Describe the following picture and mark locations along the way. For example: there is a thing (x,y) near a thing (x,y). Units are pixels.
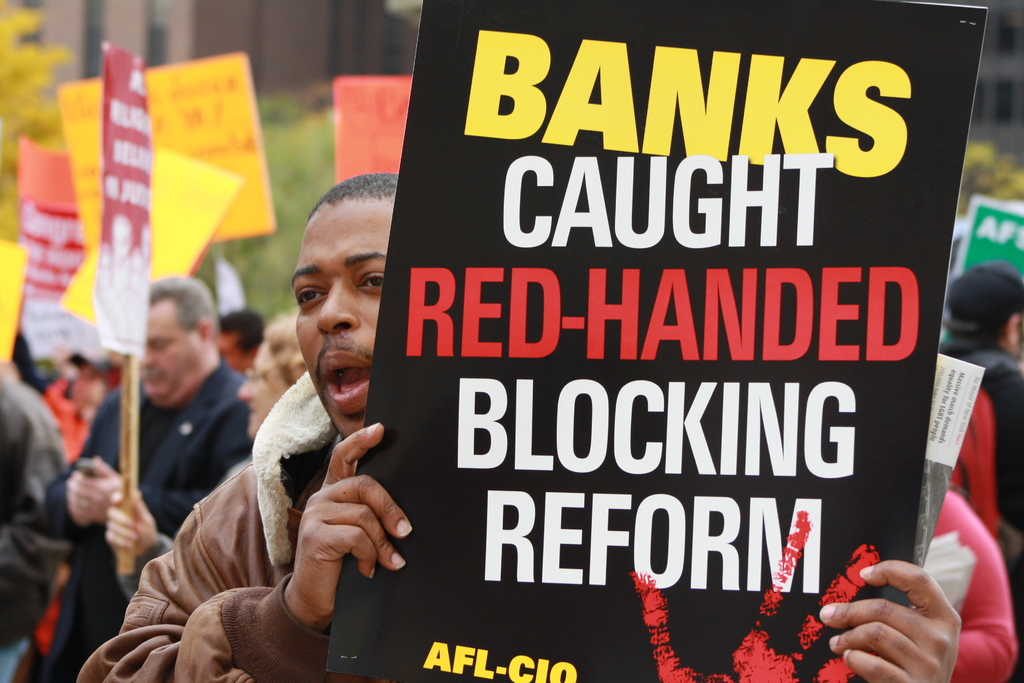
In the picture I can see a group of people (348,408) are standing and holding placards (513,344) in hands (359,448). On these placards (513,344) I can see something written on them.
